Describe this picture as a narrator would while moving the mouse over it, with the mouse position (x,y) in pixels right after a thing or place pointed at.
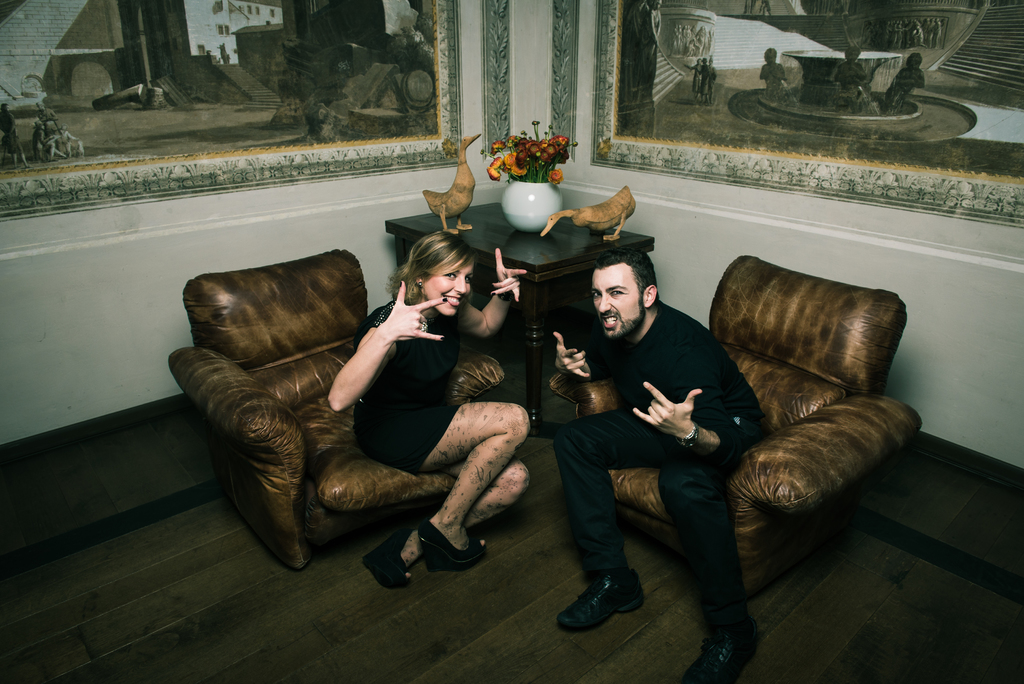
There are two people (432,428) who are in black dress (434,410) and in the room (655,578) sitting on the sofas (487,377) and behind them there are two wall posters (635,106) and also a table (561,230) on which there is a flower vase (528,190).
